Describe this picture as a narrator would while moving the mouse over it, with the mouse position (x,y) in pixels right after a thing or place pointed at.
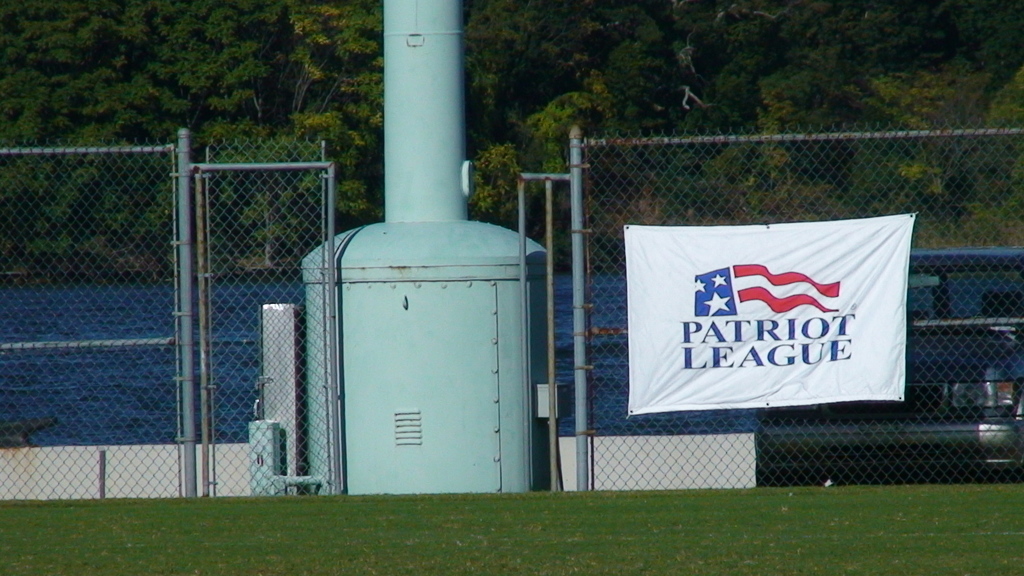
In this image there is a banner (823,222) on the mesh fence (818,182). Behind the fence (772,199) there is a flood light pole (469,337). In the background of the image (991,314) there is a car (947,311), river (570,301) and trees (593,92). In front of the image there is grass (586,529) on the surface (586,529).
